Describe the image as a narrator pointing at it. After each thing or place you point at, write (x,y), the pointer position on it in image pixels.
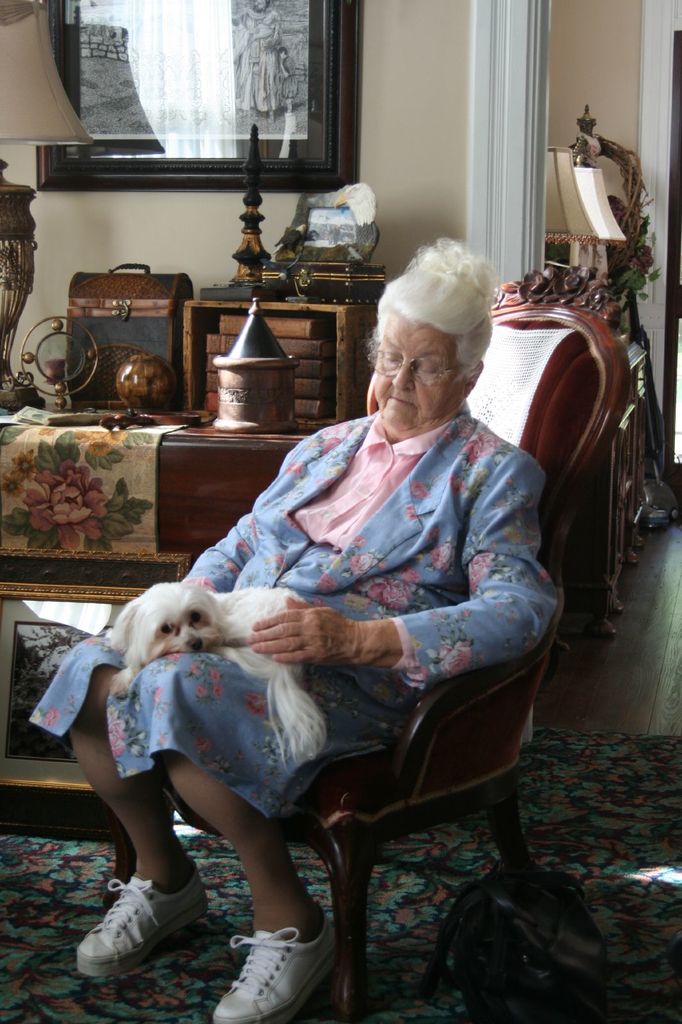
This is the picture of a lady (383,589) in pink and blue dress (357,565) sitting on the chair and a dog (150,640) in her laps (207,722) and behind there is a desk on which some things (147,373) are placed.
